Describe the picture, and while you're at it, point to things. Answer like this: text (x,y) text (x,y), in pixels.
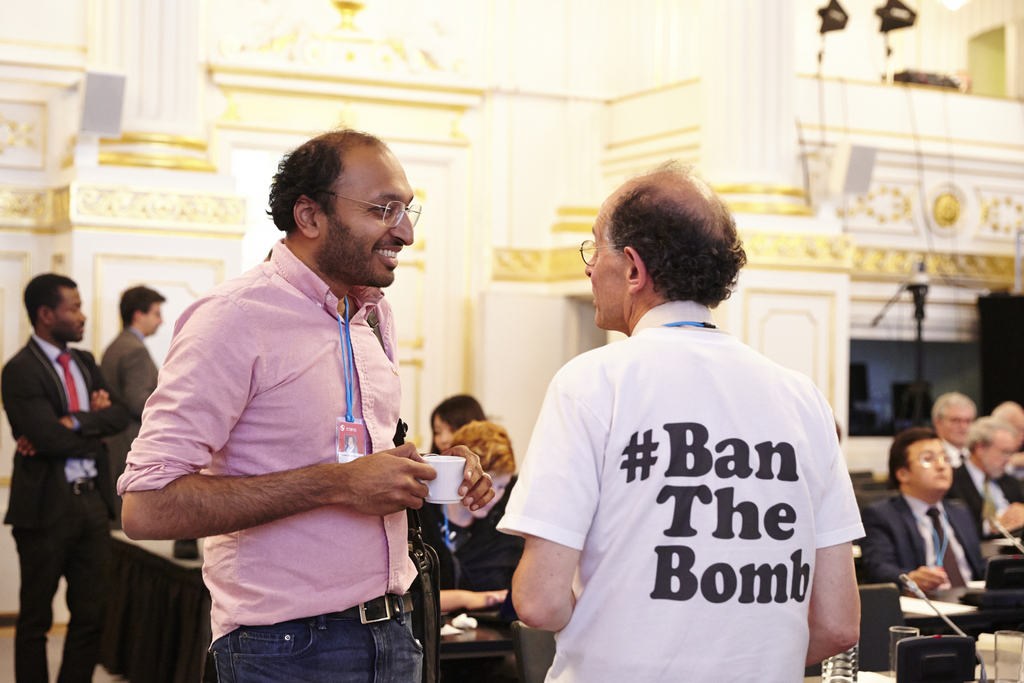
In this image in the front (634,437) there are persons (536,445) standing. On the left side (323,468) there is a man (338,480) standing and holding a cup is smiling. In the background (936,484) there are persons (932,468) sitting and standing and there is a table (177,571) on the left side (168,572) which is covered with a black colour cloth (172,588). On the right side (951,621) there is a mic (947,624) on the table (933,620). In the background (868,207) there is a wall (633,147) and in front of the wall (899,230) there is a pole (916,313) which is black in colour.
